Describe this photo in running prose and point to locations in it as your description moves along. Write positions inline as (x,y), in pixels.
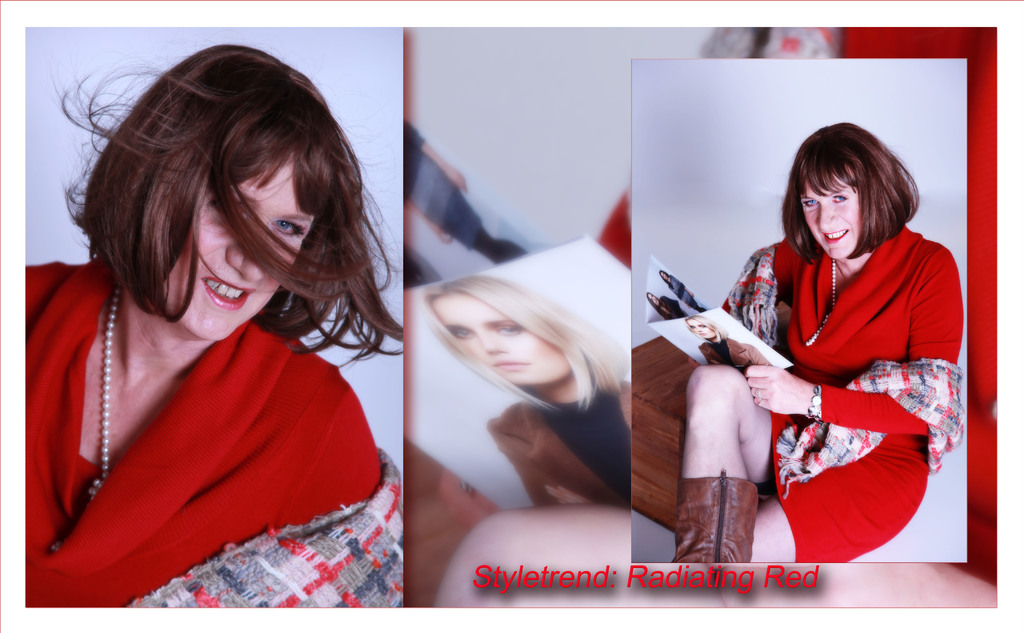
Here we can see collage of picture, in this picture we can see a woman (855,323) sitting and holding a book (727,341), she wore a red color dress (904,418).
